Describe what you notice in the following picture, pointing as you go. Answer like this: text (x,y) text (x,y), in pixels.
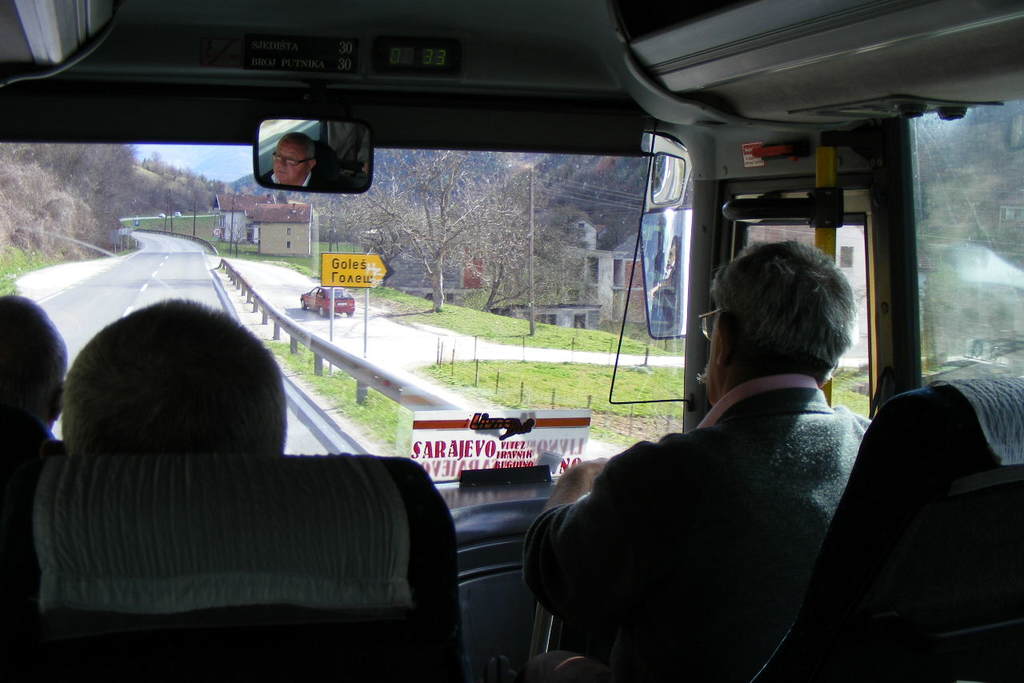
In this picture I can observe some people (52,399) sitting in the bus (381,514) which is moving on the road (157,270). I can observe a car (307,295) moving on the road (265,279). There is yellow color board (343,282) fixed to the poles (333,318) in the middle of the picture (355,271). In the background (427,238) I can observe trees (317,202) and houses (281,229).
